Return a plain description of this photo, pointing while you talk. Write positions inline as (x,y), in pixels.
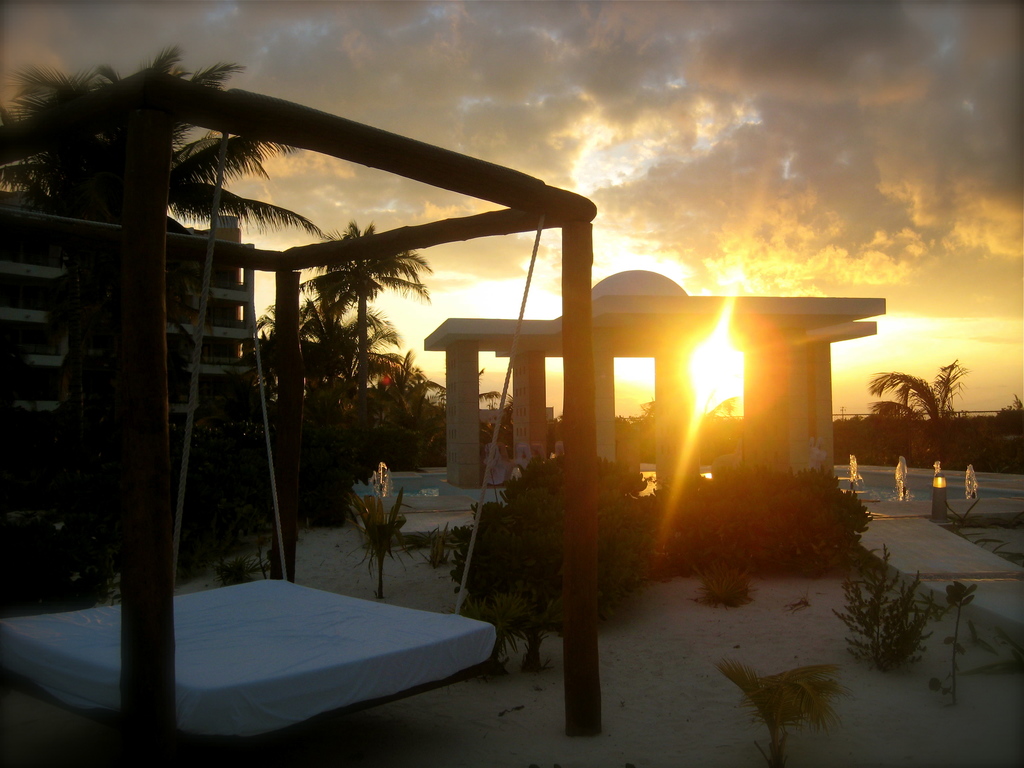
In this image we can see trees (108,175), pillars (143,365), ropes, bed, plants (687,561) and we can also see the sky (559,119).
